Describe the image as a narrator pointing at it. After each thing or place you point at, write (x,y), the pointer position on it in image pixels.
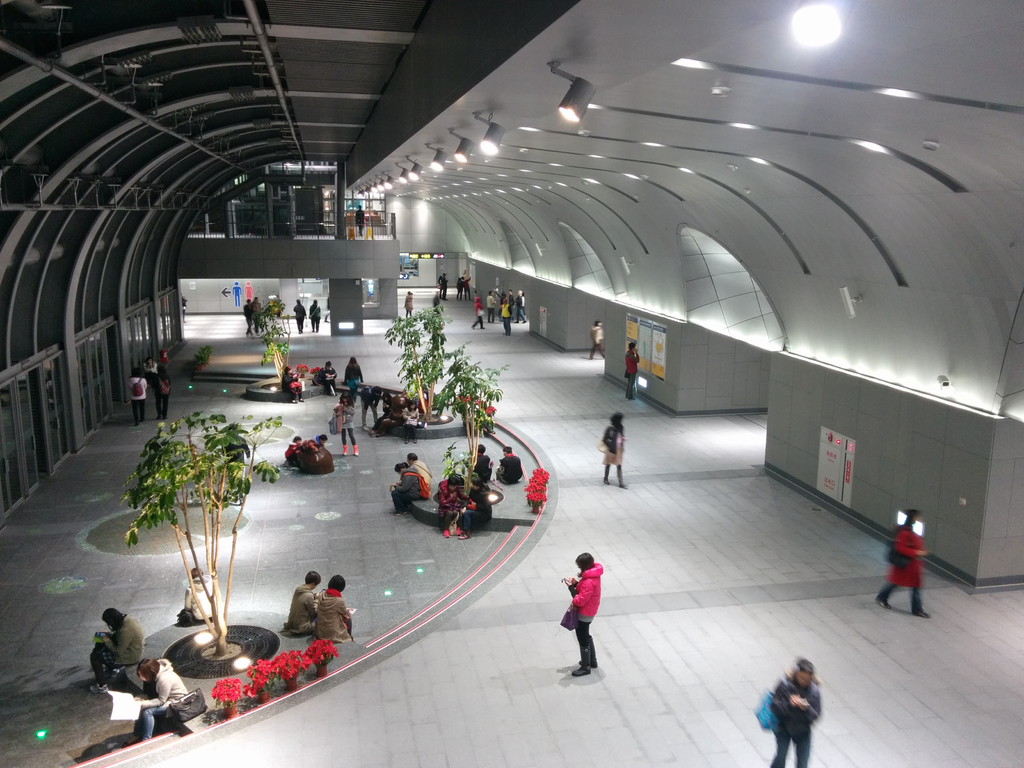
In the image there are many people (589,598) sitting and walking all over the floor (647,625), this is clicked inside a big hall (812,579), there are some plants (434,398) on the left side (288,657), there are lights (532,131) over the ceiling (531,112).
